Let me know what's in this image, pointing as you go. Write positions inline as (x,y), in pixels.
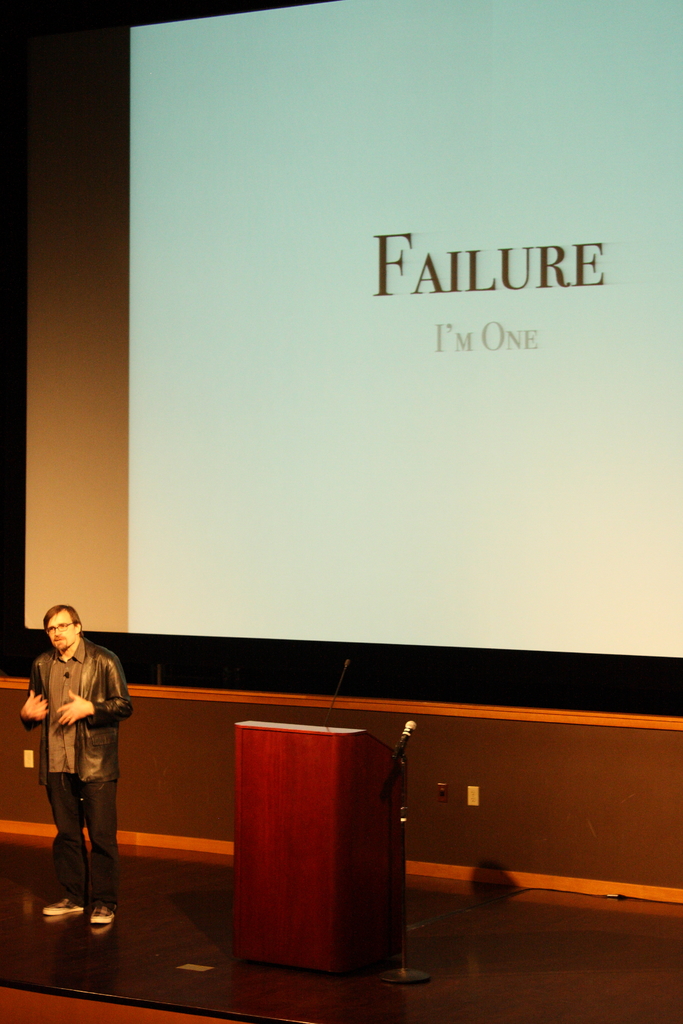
In this image on the left (115,767) there is a man (97,705), he wears a jacket (114,688), shirt (56,708), trouser (80,885), shoes (70,909). In the middle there is a podium (388,759), mic (401,761). At the top (461,274) there is screen (437,291) and text (437,291).
